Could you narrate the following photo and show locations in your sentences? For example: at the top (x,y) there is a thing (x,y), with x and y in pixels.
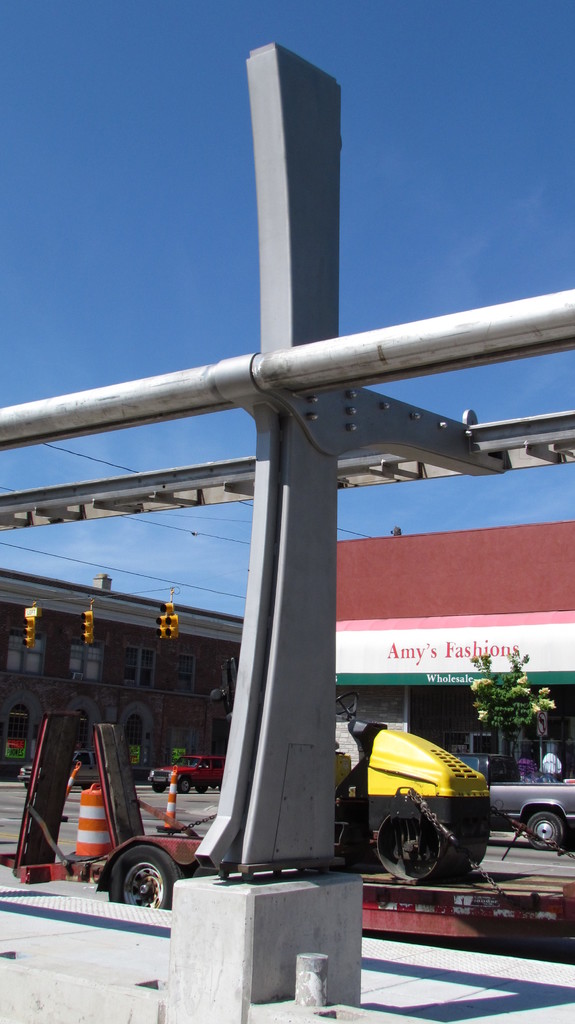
In this picture we can see few metal rods (288,331), in the background (354,555) we can find few vehicles (98,779) on the road (490,859), and also we can see few traffic lights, a tree (505,683) and buildings (367,571).
